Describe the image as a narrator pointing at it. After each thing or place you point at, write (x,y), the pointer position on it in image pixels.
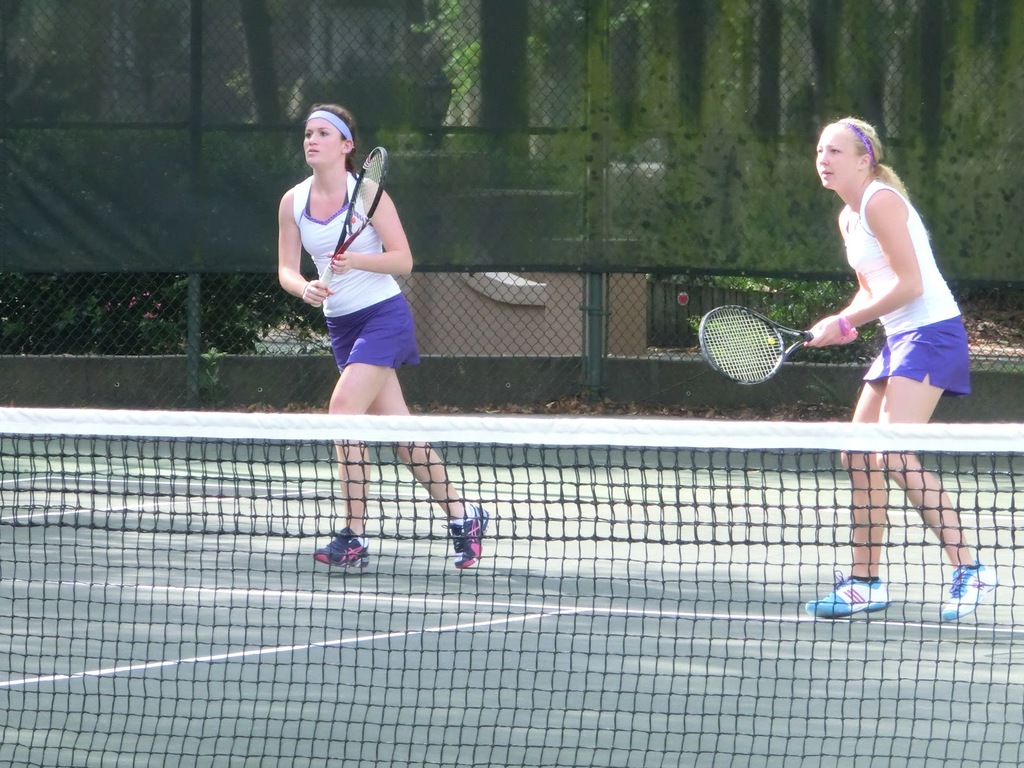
in this image i can see there are the two persons (360,346) playing tennis and there is tennis court (678,596) and some trees (518,53) on the background (489,89) visible.
